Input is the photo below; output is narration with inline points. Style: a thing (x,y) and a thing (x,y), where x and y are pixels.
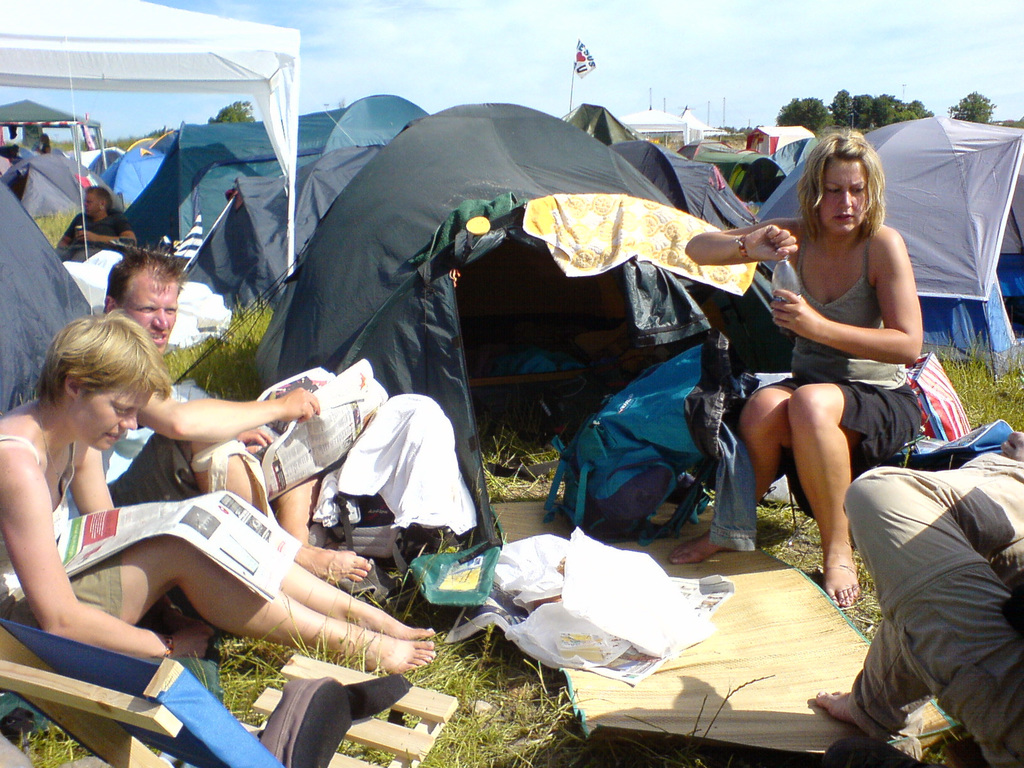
In this image, we can see tents (424,130), trees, sheds (672,125), a flag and some clothes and there are people (4,485) and some are holding newspapers (285,441) and there is a lady (831,289) holding a bottle (788,287) and we can see a mat (660,669) and bags (592,465) and chairs (169,695).
